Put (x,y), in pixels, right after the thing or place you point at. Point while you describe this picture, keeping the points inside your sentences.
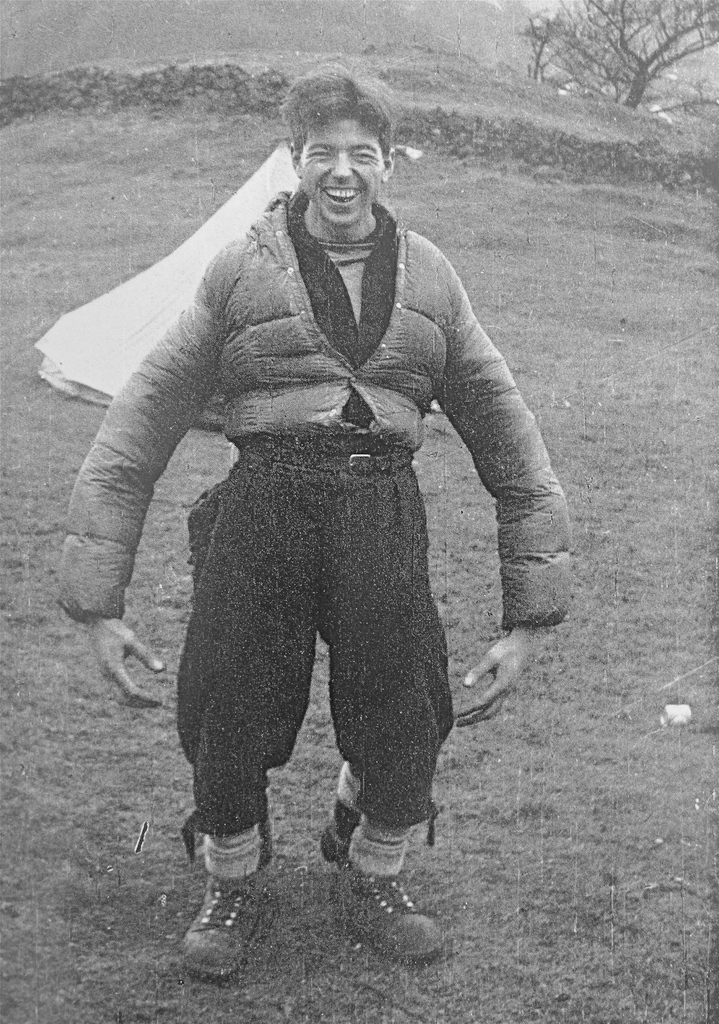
In this picture we can see a man (416,356) standing, he is smiling. In the foreground (187,774) there is grass (87,293). In the middle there is a white color object (215,250). In the background (38,86) there are stones (664,177), trees (585,58).
